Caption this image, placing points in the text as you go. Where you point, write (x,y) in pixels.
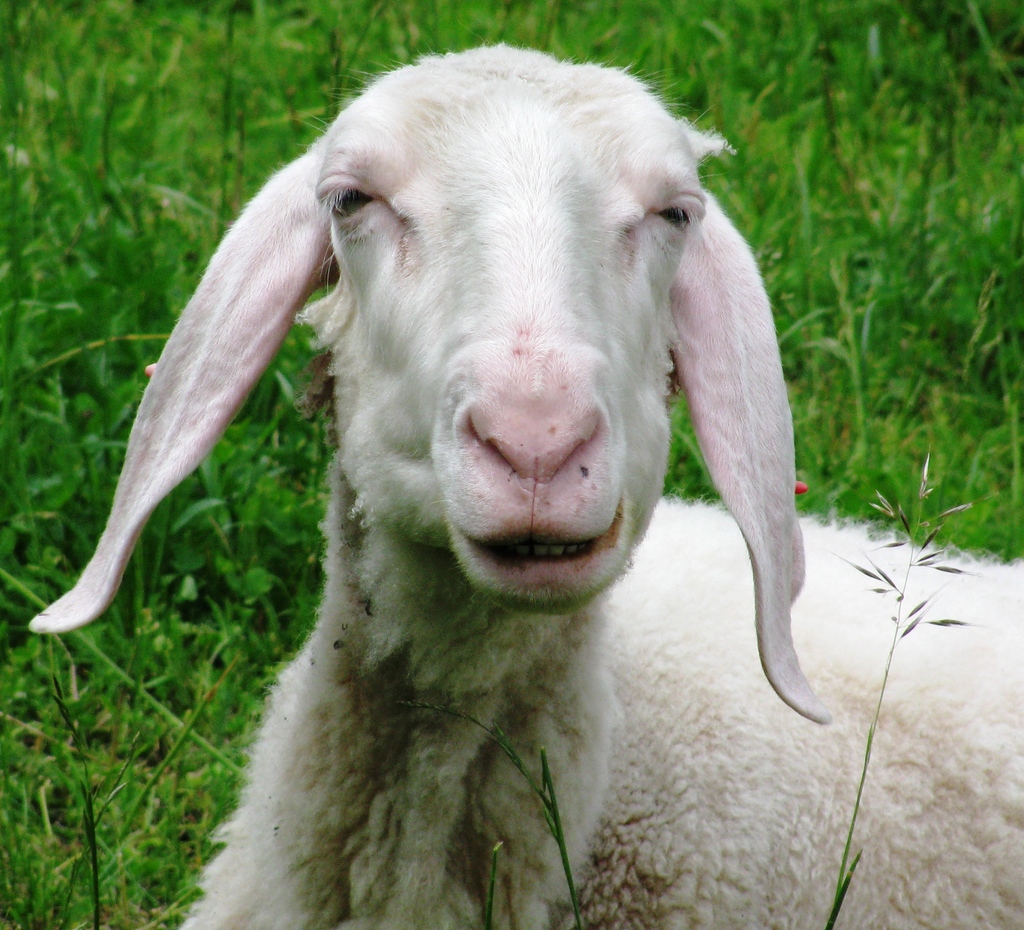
There is a white color sheep (518,512) as we can see in the middle of this image (570,554). There is some grass (277,563) in the background (109,668).
